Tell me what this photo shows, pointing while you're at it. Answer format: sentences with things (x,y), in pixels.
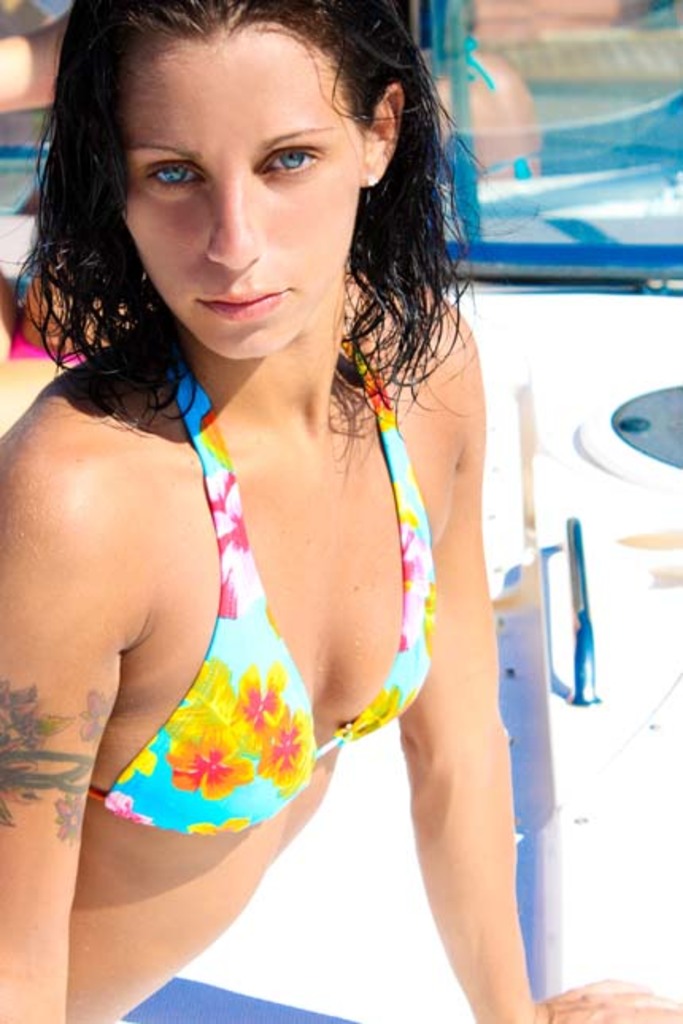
In this image we can see a woman (278,264). We can also see the deck (647,738) and there is a person (514,83) in the boat (569,85) which is visible through the glass (518,117).
